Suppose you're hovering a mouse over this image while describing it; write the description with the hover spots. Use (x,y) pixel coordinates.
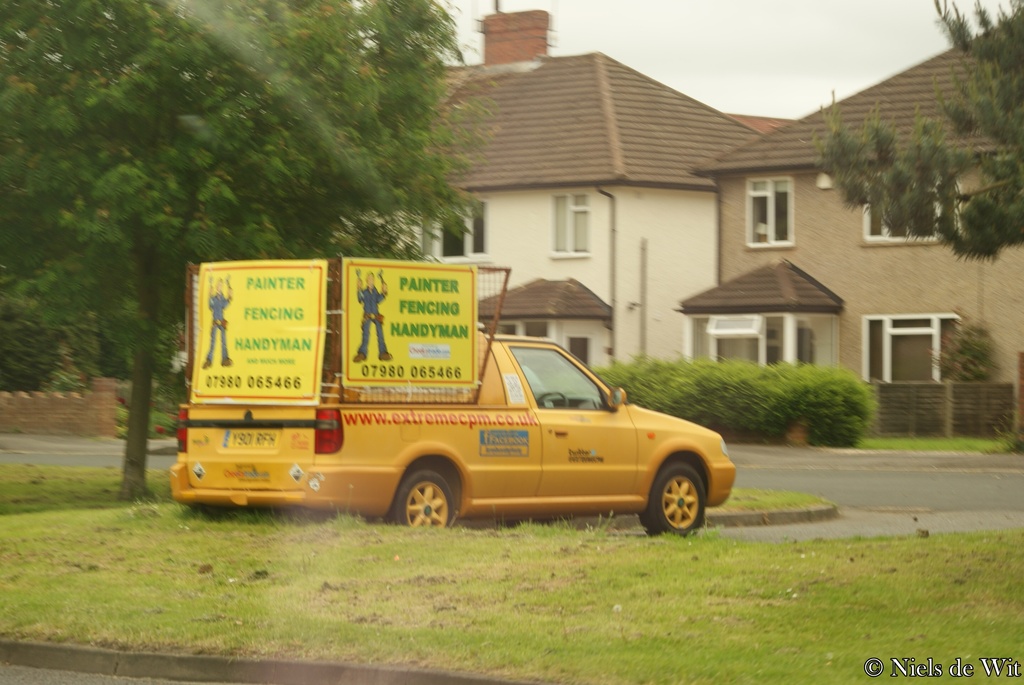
In this image I can see the yellow color vehicle (516,507) on the grass (321,571). I can see the boards (398,327) to the vehicle (381,433). In the background (307,161) I can see many trees (277,181), houses (656,308) with windows (777,230) and the sky (695,49).
